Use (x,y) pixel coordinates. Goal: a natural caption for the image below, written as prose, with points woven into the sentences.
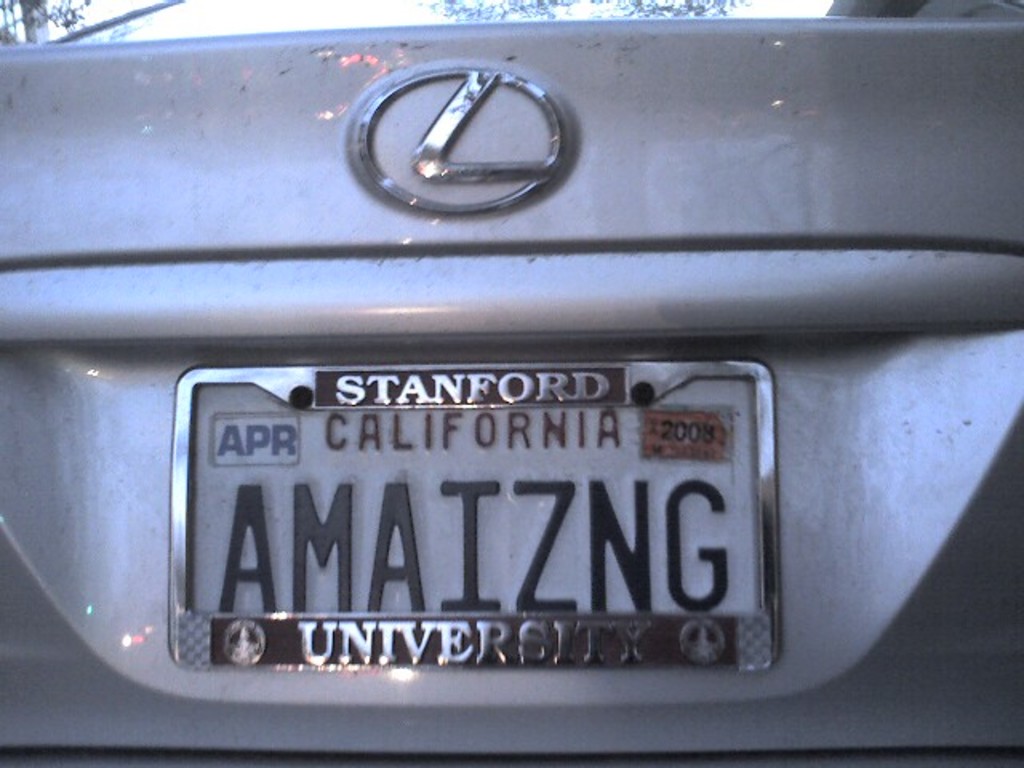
It is a backside part (527,335) of a car (449,316).
